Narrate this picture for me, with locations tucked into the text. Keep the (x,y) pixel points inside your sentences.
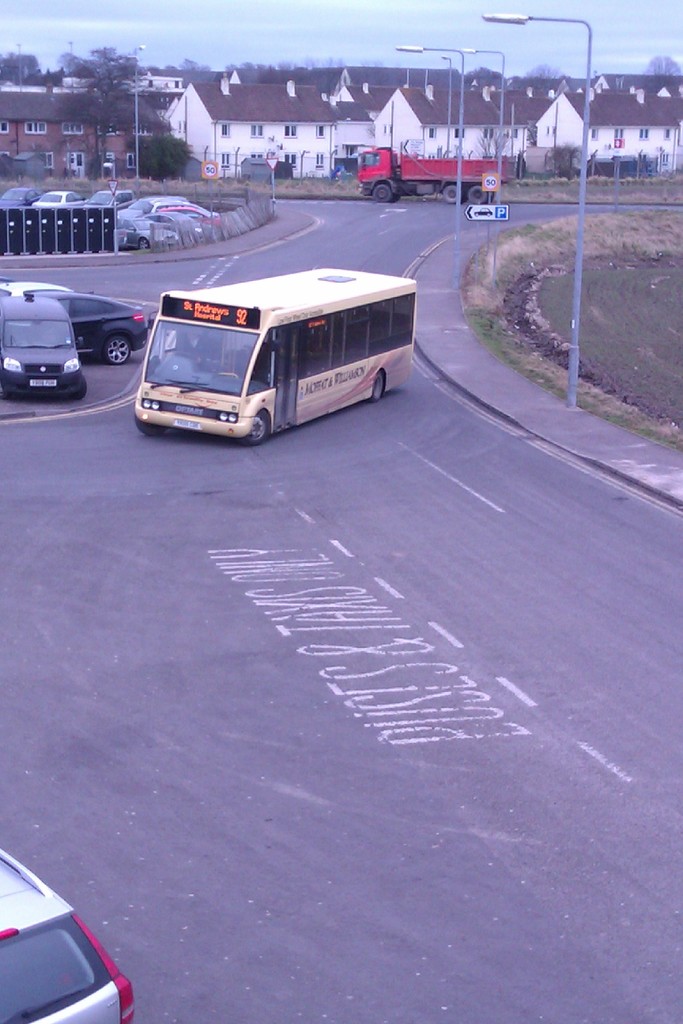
In this image we can see a bus (337,383) on the road (89,530), here are the cars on the road (116,489), here is the street light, here is the grass (625,193), here is the house (203,131), here is the tree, at above here is the sky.
